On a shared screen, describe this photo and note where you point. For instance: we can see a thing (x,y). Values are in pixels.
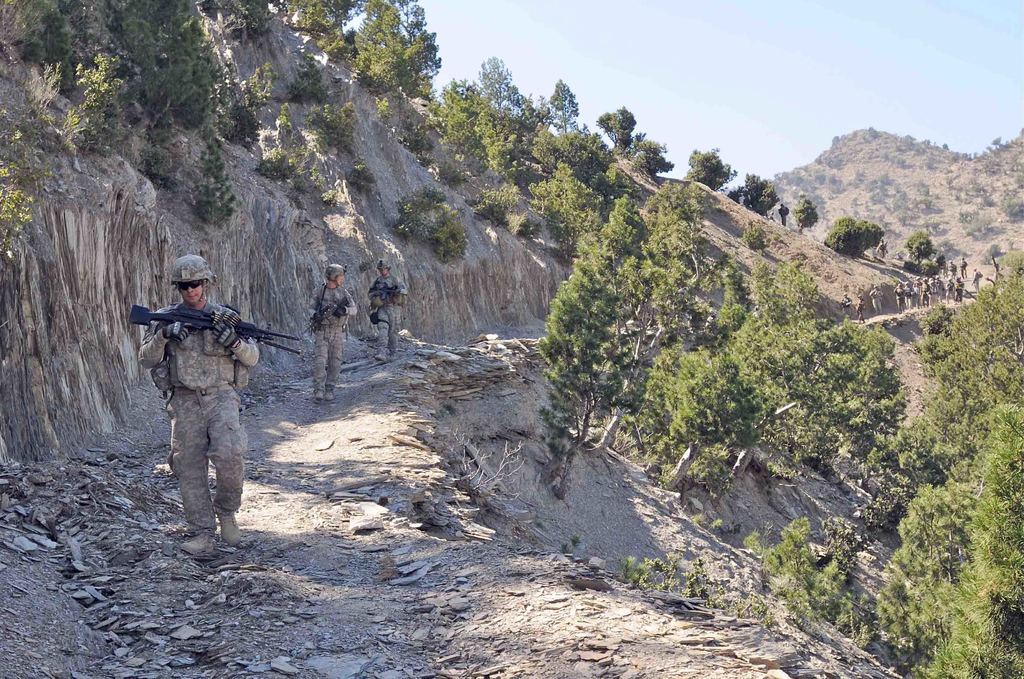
Here in the left side (211,382) few men (231,382) are walking by holding the weapons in their hands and there are trees (292,2) on this hill (768,498). In the right side (819,67) at the top (718,66) it's a sunny sky (689,55).
